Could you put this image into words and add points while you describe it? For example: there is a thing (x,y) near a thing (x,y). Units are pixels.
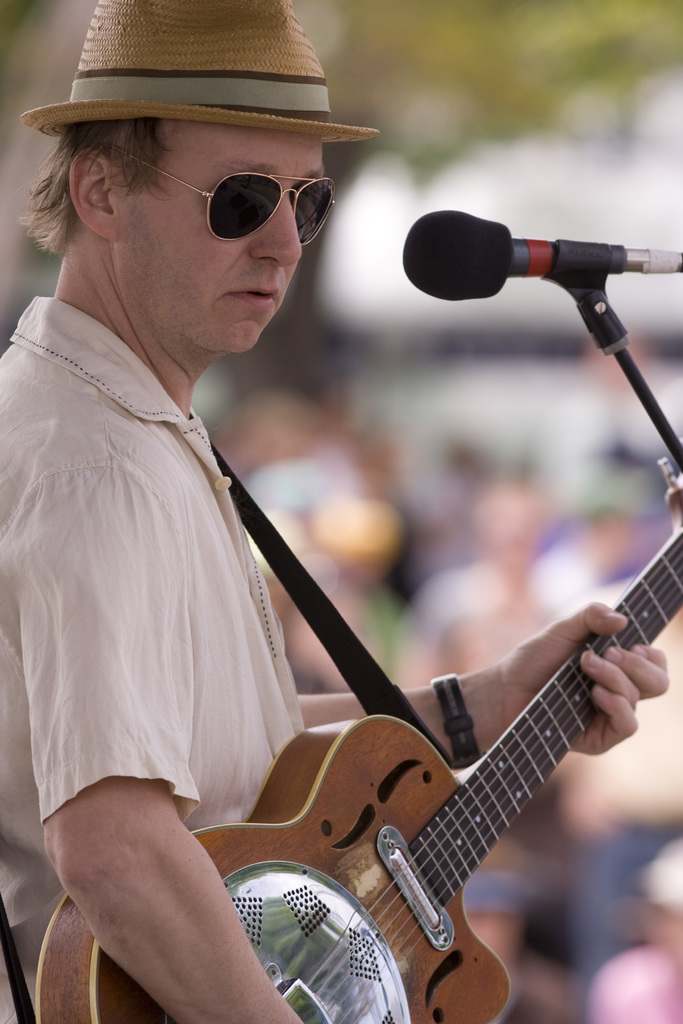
In this picture there is a man (140,680) holding a guitar (350,819). There is a mic (455,282). Some people (326,524) are visible in the background (479,539).
